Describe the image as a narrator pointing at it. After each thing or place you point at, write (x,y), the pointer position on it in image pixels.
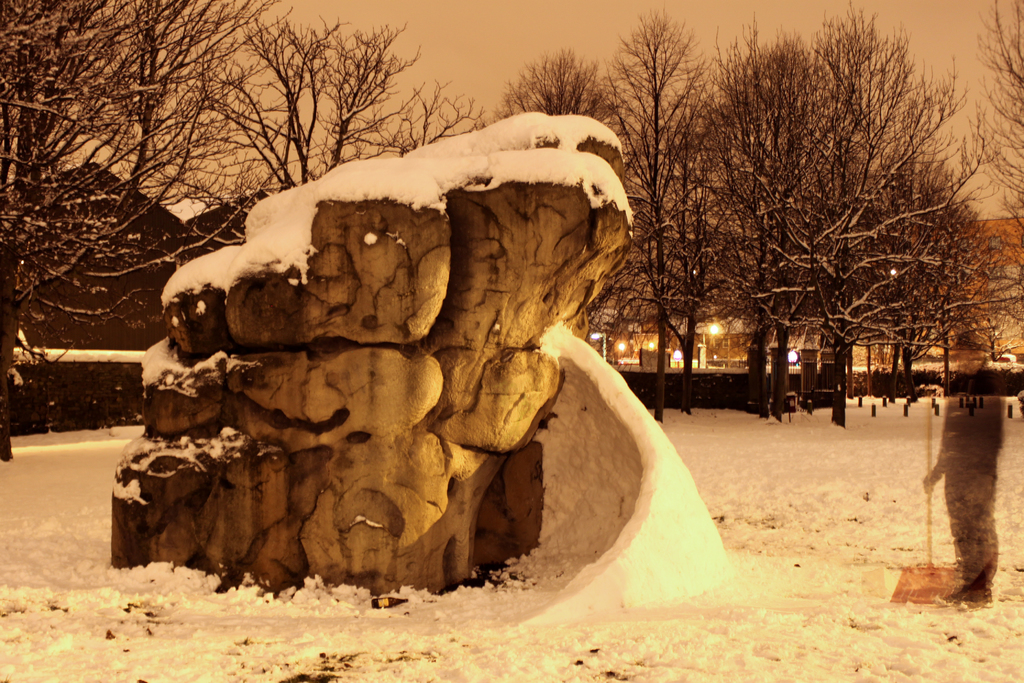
In the center of the image (456,372), we can see a rock (360,422) and it is covered with snow (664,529). In the background (752,146), there are trees (846,154), poles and lights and on the right (956,503), we can see a person (957,470) holding a stick (927,522). At the top (480,44), there is sky (489,47) and at the bottom (740,532), there is snow (736,528).
